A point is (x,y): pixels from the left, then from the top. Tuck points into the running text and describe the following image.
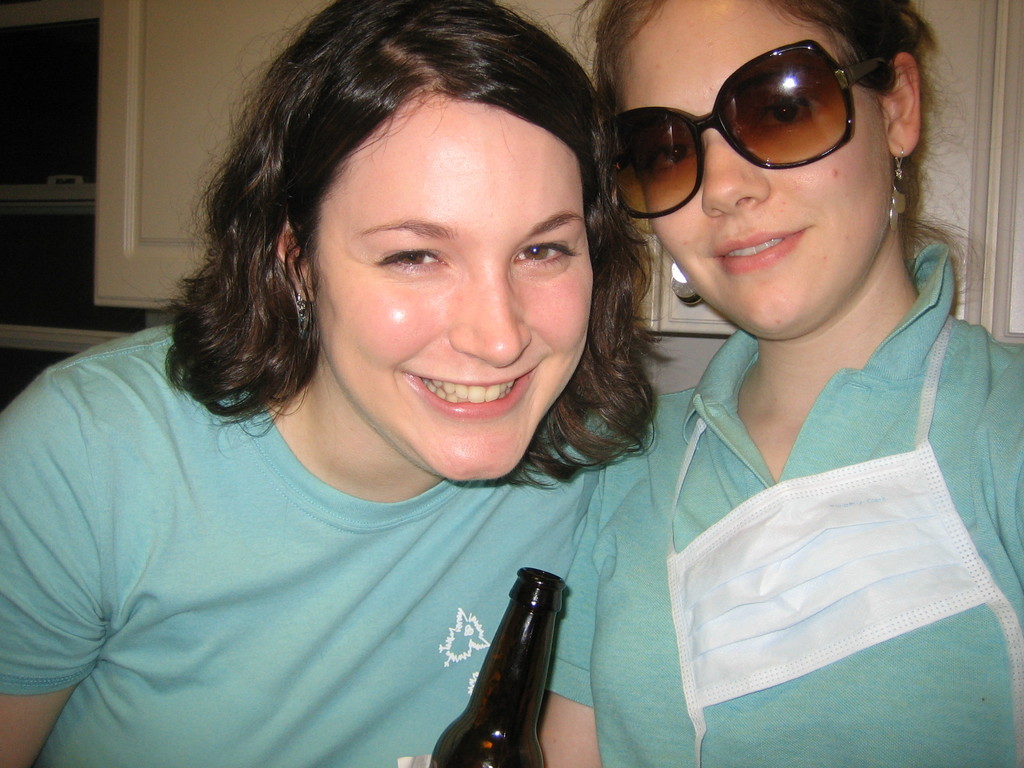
On the right (925,502) there is a woman (995,447) who is wearing goggles (788,144), earrings (901,181), blue t-shirt (911,429) and mask (907,538). Beside her we can see another woman (362,550) who is wearing t-shirt (223,559) and holding a beer bottle (471,715). On the background (162,289) we can see drawers (169,105).
